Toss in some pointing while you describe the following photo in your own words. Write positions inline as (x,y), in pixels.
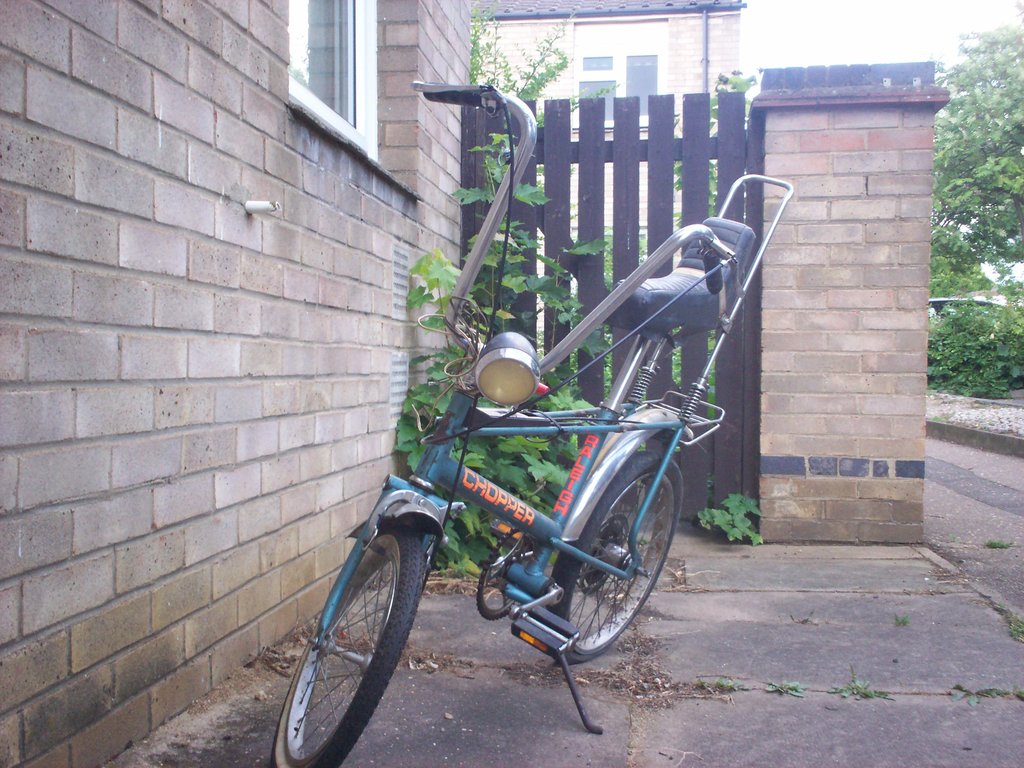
In this image I see a cycle (650,375) on which there are 2 words (499,499) written and I see the wall (260,223), a window (336,29), wooden fencing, plants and the path (889,552). In the background (615,36) I see the trees (953,187), a building (642,8) over here and I see the white sky (838,37).
